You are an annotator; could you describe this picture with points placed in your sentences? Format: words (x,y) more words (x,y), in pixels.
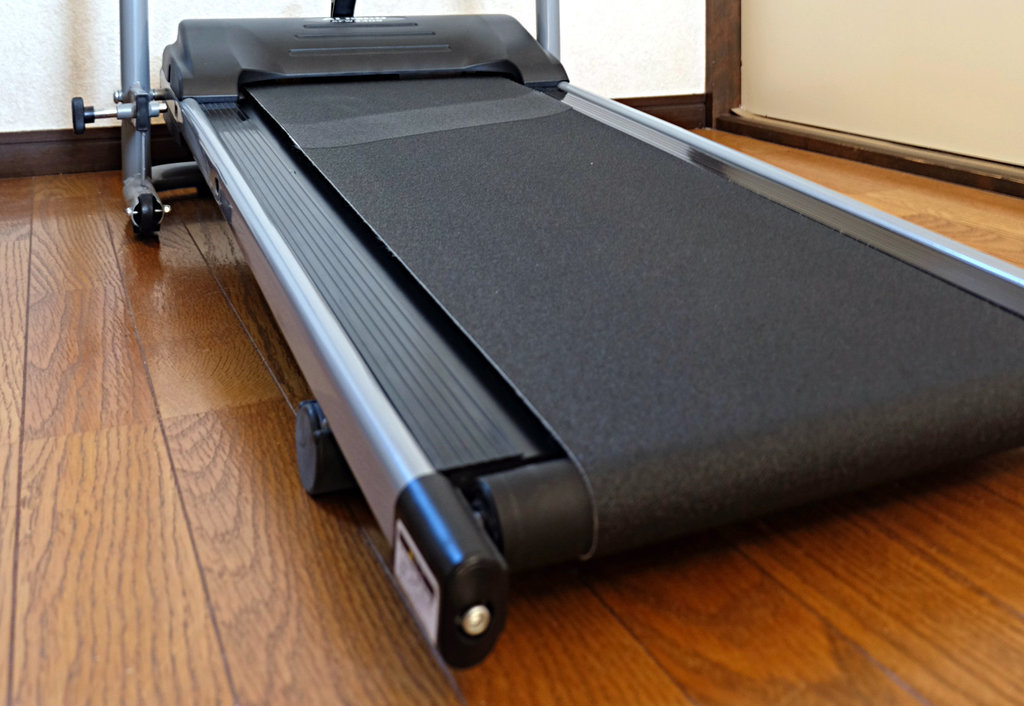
In the image we can see a treadmill (457,206) and a wooden surface (127,509).
